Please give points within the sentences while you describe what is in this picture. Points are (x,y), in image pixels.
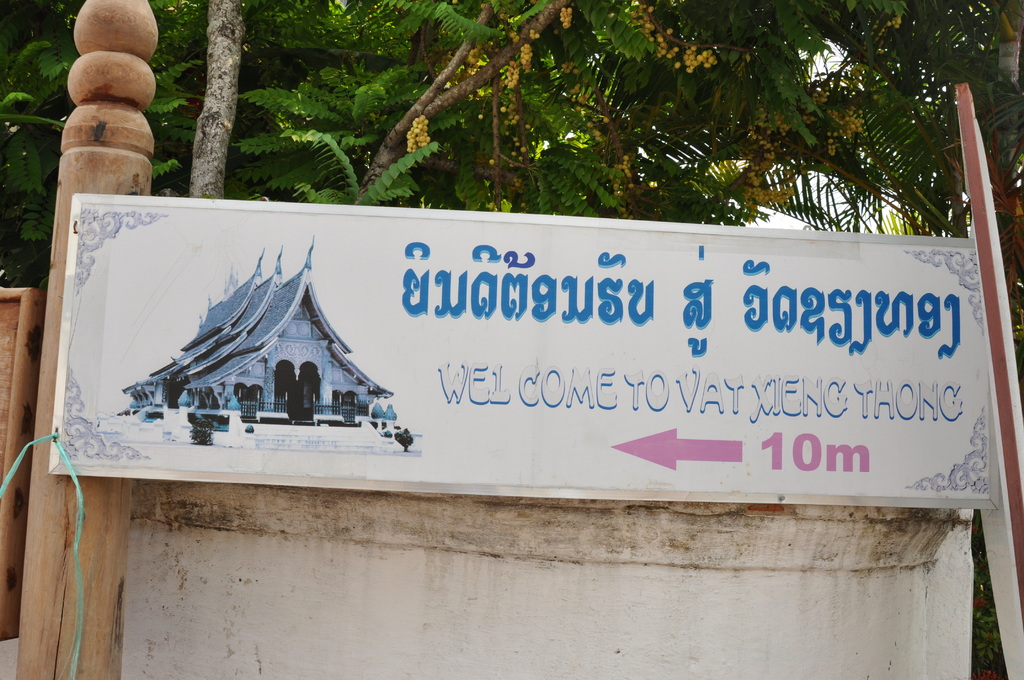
In this image I can see the board (369,444) which is in white color and something written on the board (687,355). On the board (687,355) I can see the house (268,386). It is attached to the poles (92,11). In the background (506,103) there are many trees (599,109).
